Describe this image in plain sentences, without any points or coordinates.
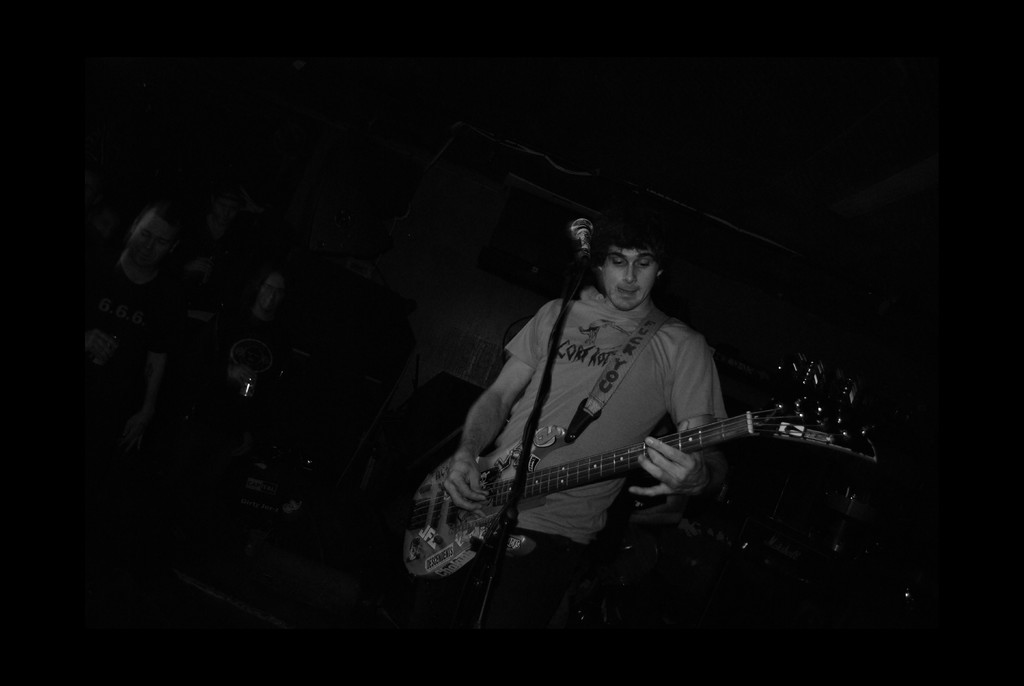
In this image I see a man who is holding a guitar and is standing in front of a mic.
